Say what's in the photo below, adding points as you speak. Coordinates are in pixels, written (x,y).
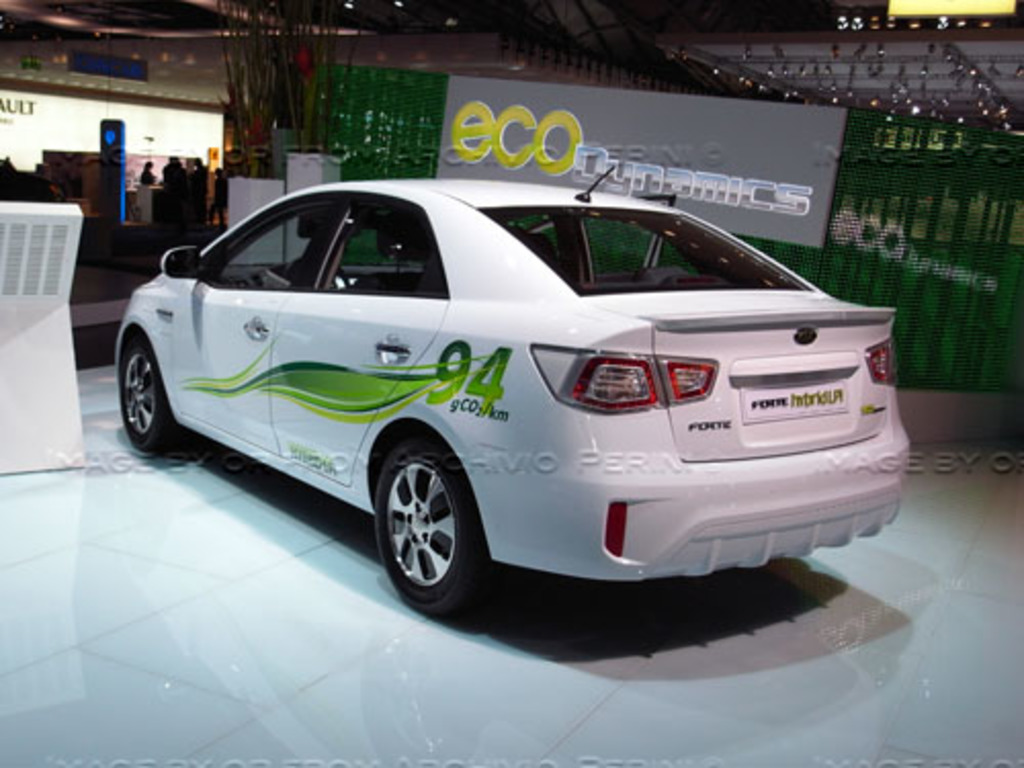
In this image I can see a car (455,207) which is in white color, background (734,180) I can see a gray color board (715,189) attached to the railing (387,112), few persons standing and I can see the wall (177,113) in white color.
